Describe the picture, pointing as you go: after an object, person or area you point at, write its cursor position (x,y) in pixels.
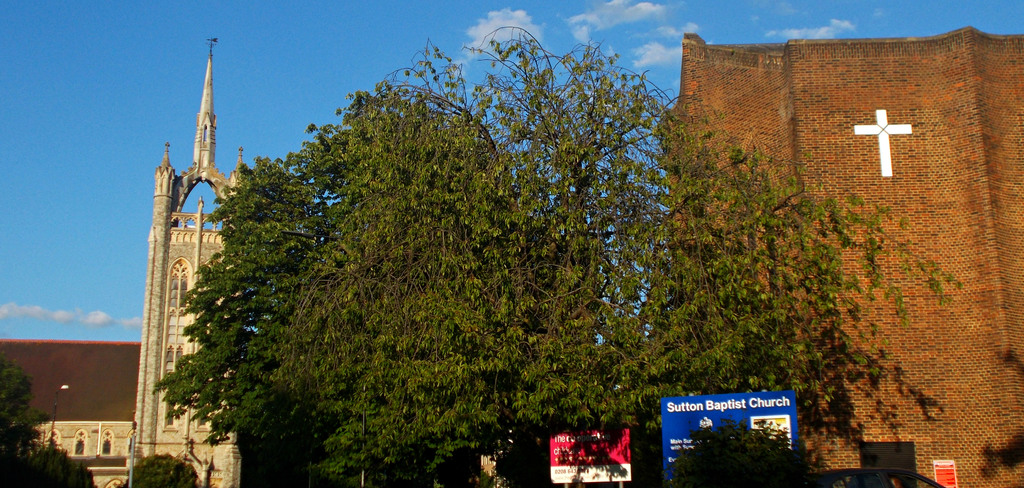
In this picture we can see name boards (584,460), vehicle (877,482), trees (660,429), buildings (151,300) and in the background (170,81) we can see sky (306,58) with clouds (92,315).
